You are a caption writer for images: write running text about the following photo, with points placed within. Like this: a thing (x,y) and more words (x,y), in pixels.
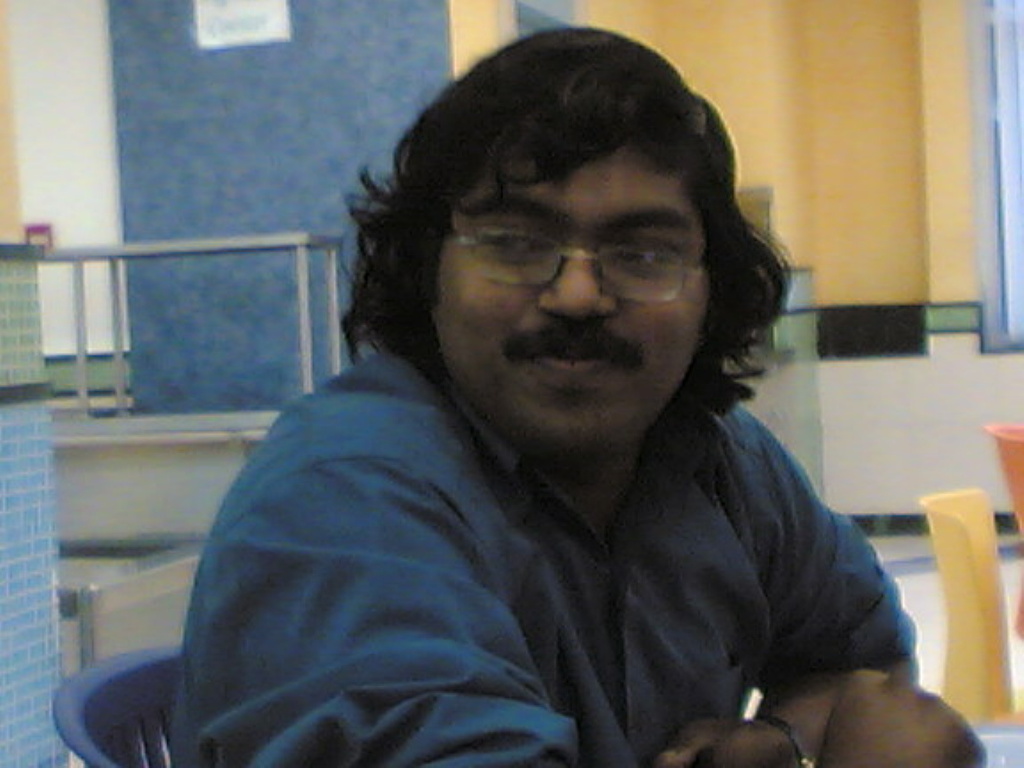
In this image I can see a person (445,623) wearing blue colored shirt (388,645) is sitting on a chair (128,720) which is blue in color. In the background (959,581) I can see few chairs (974,587) which are yellow and orange in color, the wall (877,137) which is blue, cream and white in color, the railing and few other objects (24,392).
